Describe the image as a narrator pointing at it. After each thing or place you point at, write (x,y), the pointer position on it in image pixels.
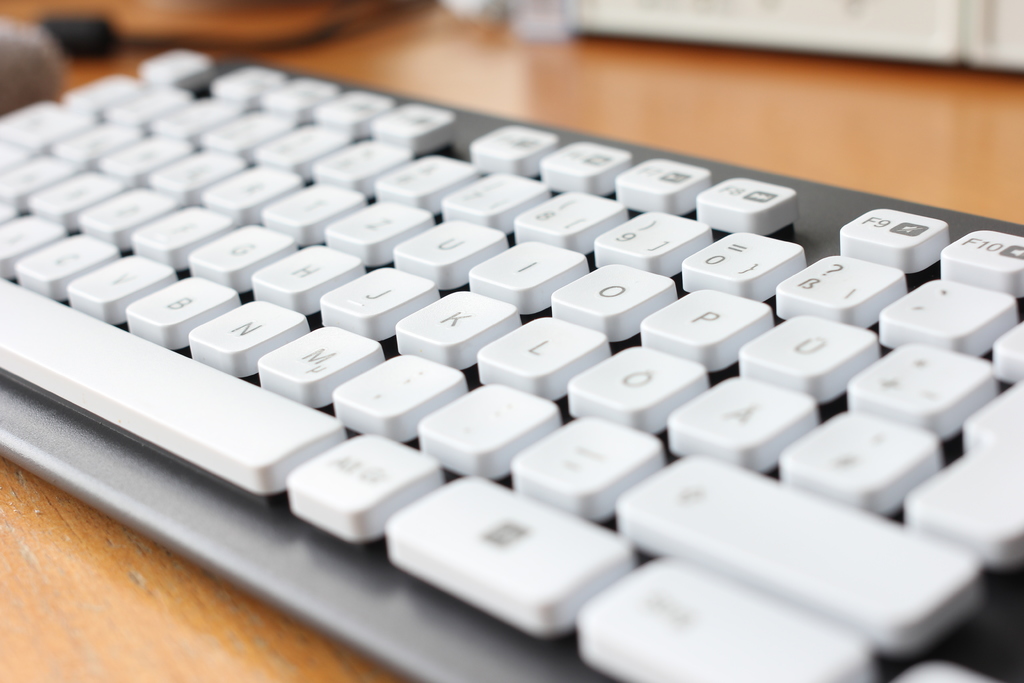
This is the picture of a keyboard (231,426) on which the things (481,311) are in white color.
